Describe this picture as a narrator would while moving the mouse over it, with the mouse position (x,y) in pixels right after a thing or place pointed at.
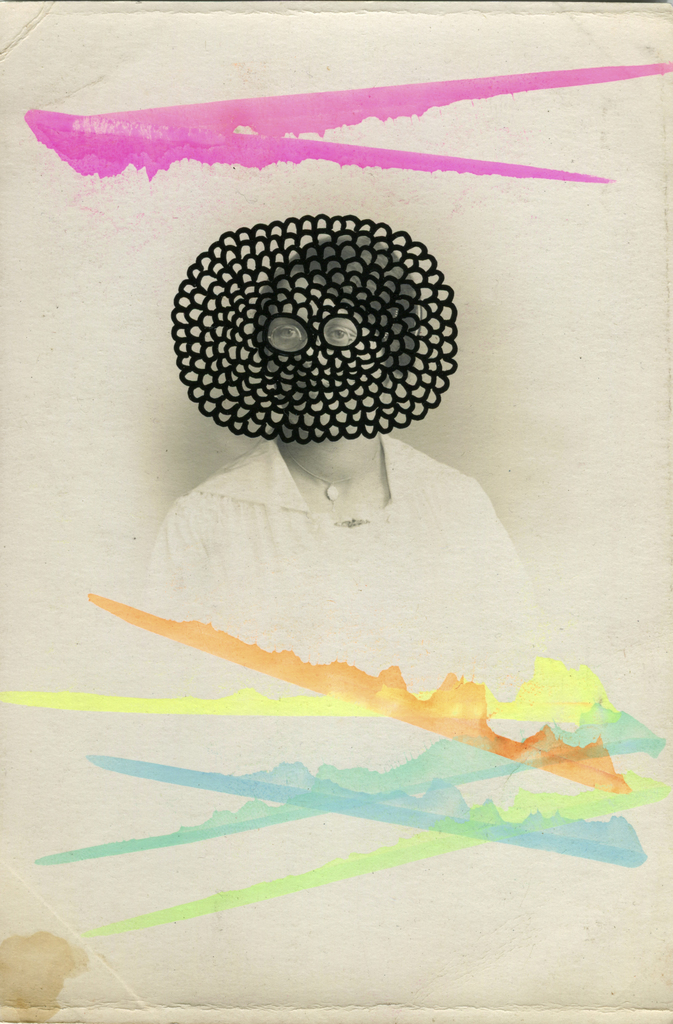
In this image there is a paper (451,609). There is a picture (330,471) of a woman (309,536) on the paper (289,826). There are paintings (287,817) on the paper (342,553).
